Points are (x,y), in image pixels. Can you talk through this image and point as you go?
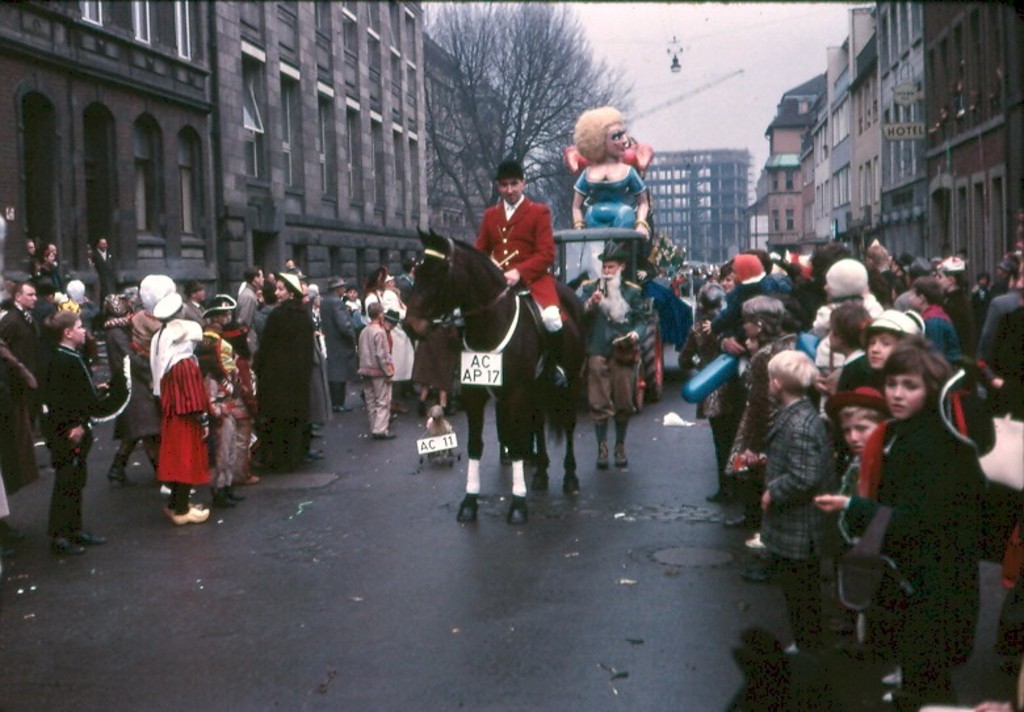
In this picture I can see a man (539,289) sitting on a horse (567,343), behind him there are dolls (626,227) in the middle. A lot of people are standing on either side of this image, in the background (470,136) I can see few buildings (653,198) and a tree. At the top (680,116) there is the sky (689,100).
